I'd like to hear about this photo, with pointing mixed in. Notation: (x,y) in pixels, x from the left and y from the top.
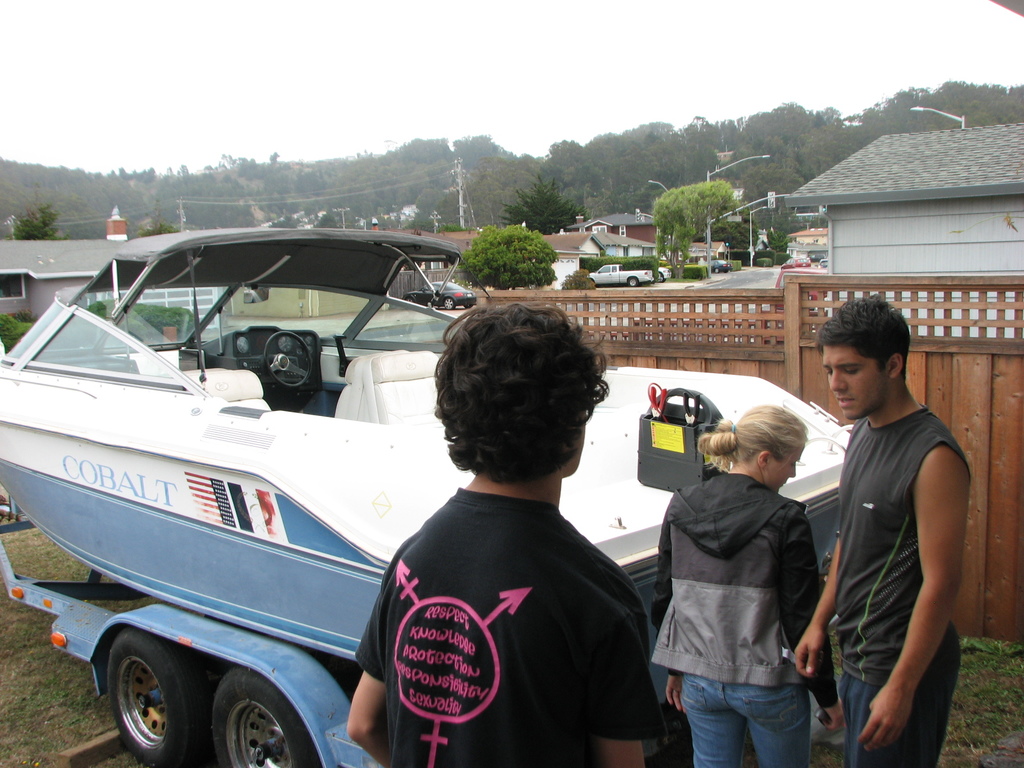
In this image I can see a vehicle (183,418) which is written as COBALT and three people (528,480) standing besides the vehicle (190,474) and at the top of the picture (443,28) I can see sky (326,57) and I can see some trees (573,187) and some buildings (629,218) in side the picture.
